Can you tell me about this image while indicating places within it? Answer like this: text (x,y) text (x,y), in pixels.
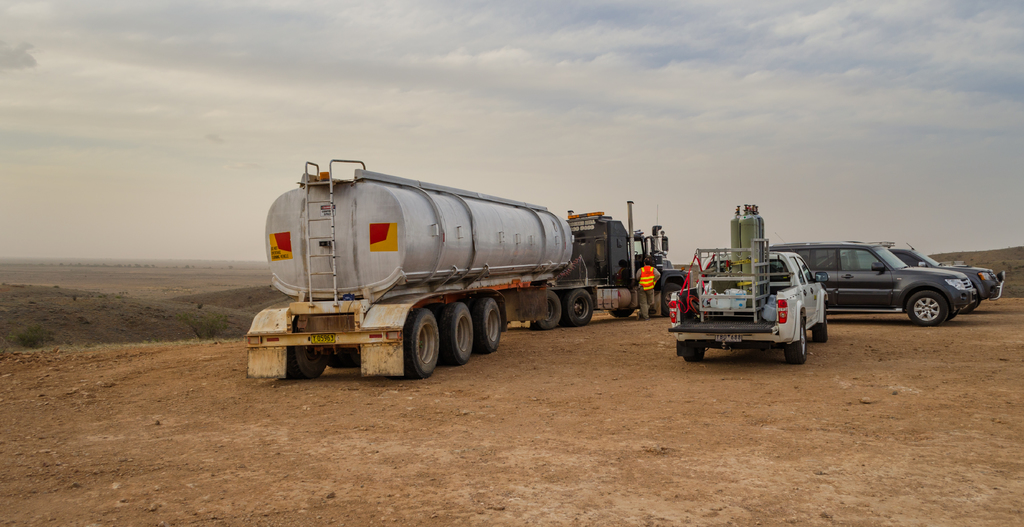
In this image I can see many vehicles (798,311) on the ground (621,414). In the background (444,155) I can see the clouds (593,158) and the sky (685,162).
